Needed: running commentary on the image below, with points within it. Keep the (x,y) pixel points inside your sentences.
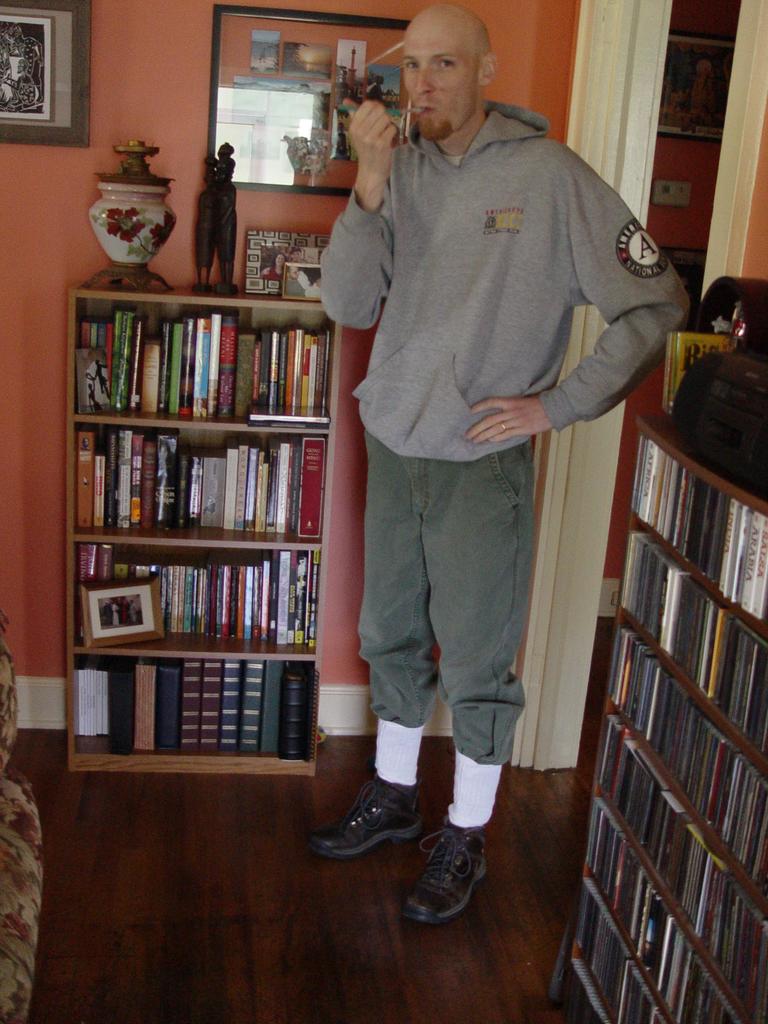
In the image there is a man (425,392) standing and holding an object (408,107) in the hand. Beside him there is a cupboard (178,547) with books (155,501) in it. And on the cupboard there is a vase (108,228), frames (289,264) and statue (221,185). Behind them there is wall (27,376) with frames (77,24). On the right corner of the image (644,899) there is a cupboard (643,862) with CDs (643,690) and some other things (703,432). Behind the man (513,118) there is a room (697,169). In the left corner of the image (29,793) there is an object (26,855).
